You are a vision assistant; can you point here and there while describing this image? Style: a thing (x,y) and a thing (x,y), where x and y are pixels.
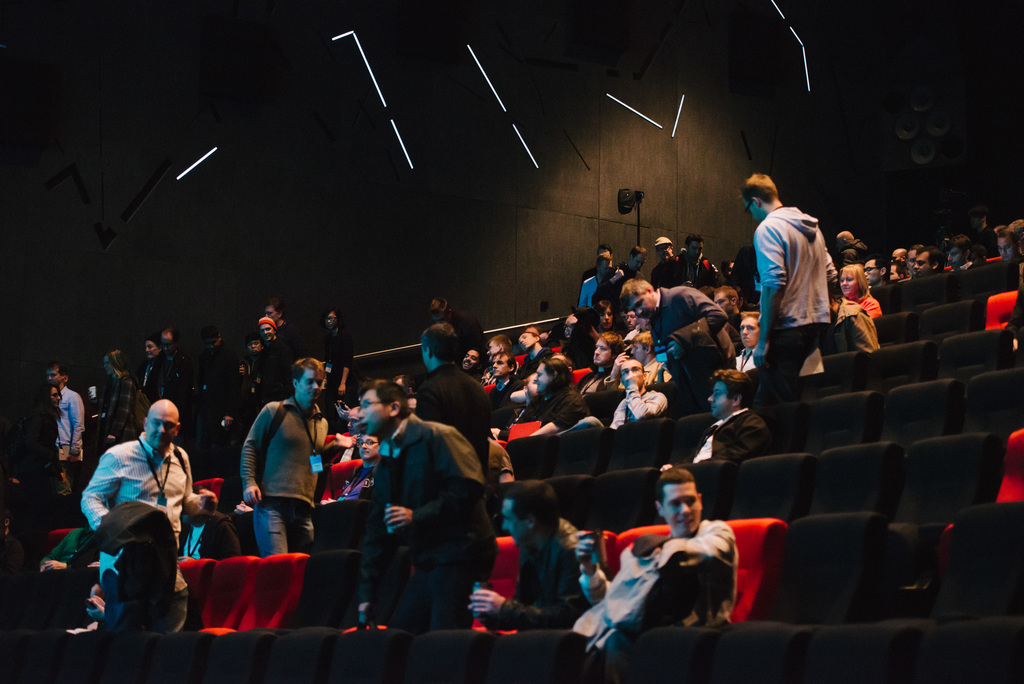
In this image there are group of persons (450,466) sitting and standing and there are empty seats (891,403). In the background (931,132) there are lights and there is an object (921,143) which is black in colour.
